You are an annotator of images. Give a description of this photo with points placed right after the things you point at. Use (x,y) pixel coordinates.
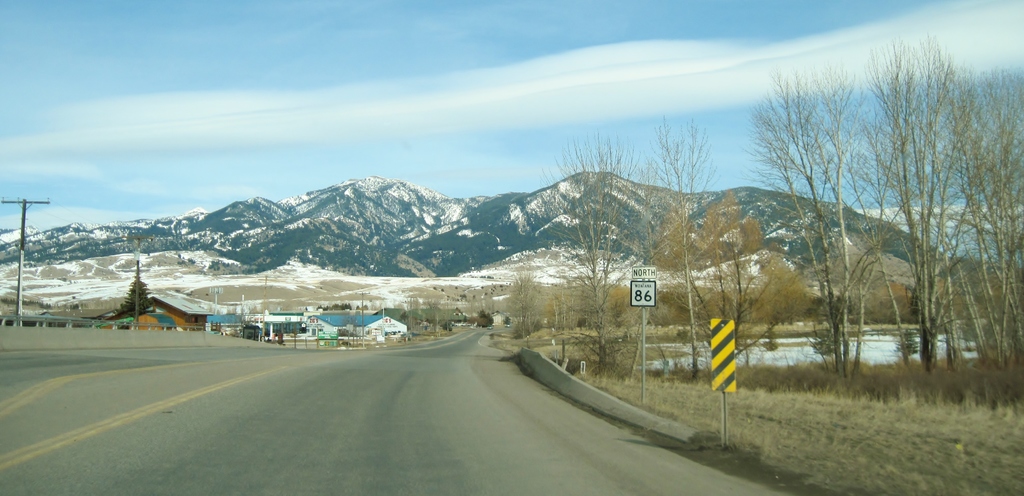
In this image, I can see the houses (211,316), poles (643,314) and the road (458,405). On the right side of the image (814,378), there are trees (655,324), grass (856,395) and boards (653,303) to a pole (644,364). In the background (167,262), I can see the snowy mountains (322,213) and there is the sky (509,84).
